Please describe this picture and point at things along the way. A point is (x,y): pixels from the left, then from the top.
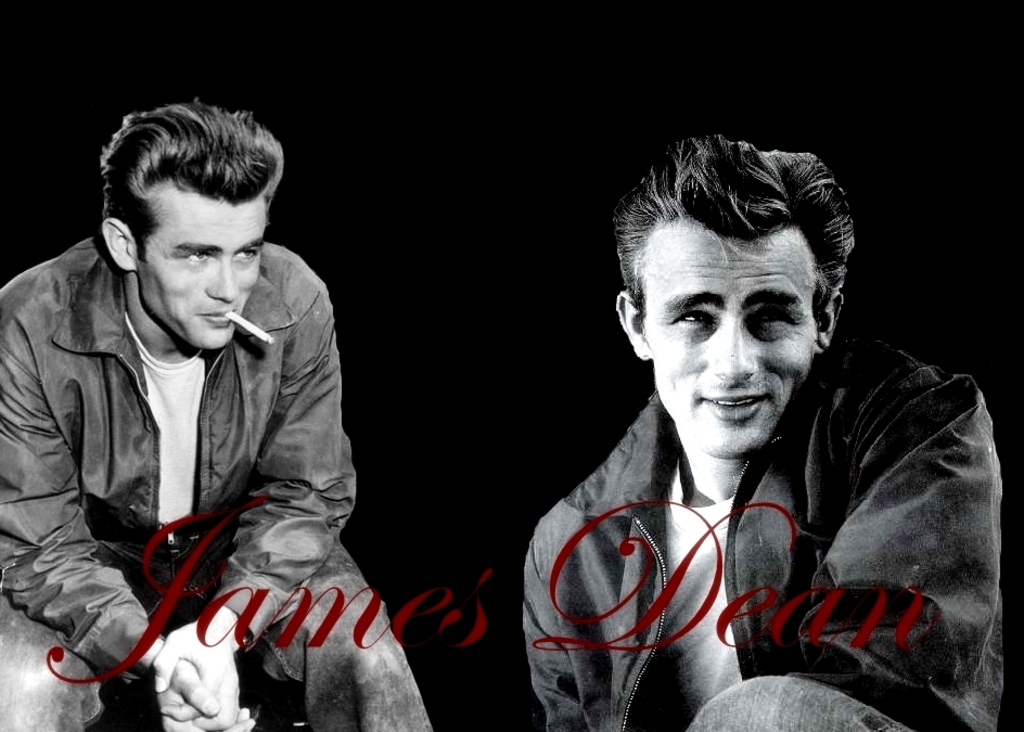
On the right side of the image (754,452) there is a person (758,360) wearing a smile on his face (751,399). On the left side of the image (187,460) there is a person (197,320) sitting and he is holding the cigarette (234,318) in his mouth (208,312). There is some text (463,605) at the bottom of the image (340,603).
